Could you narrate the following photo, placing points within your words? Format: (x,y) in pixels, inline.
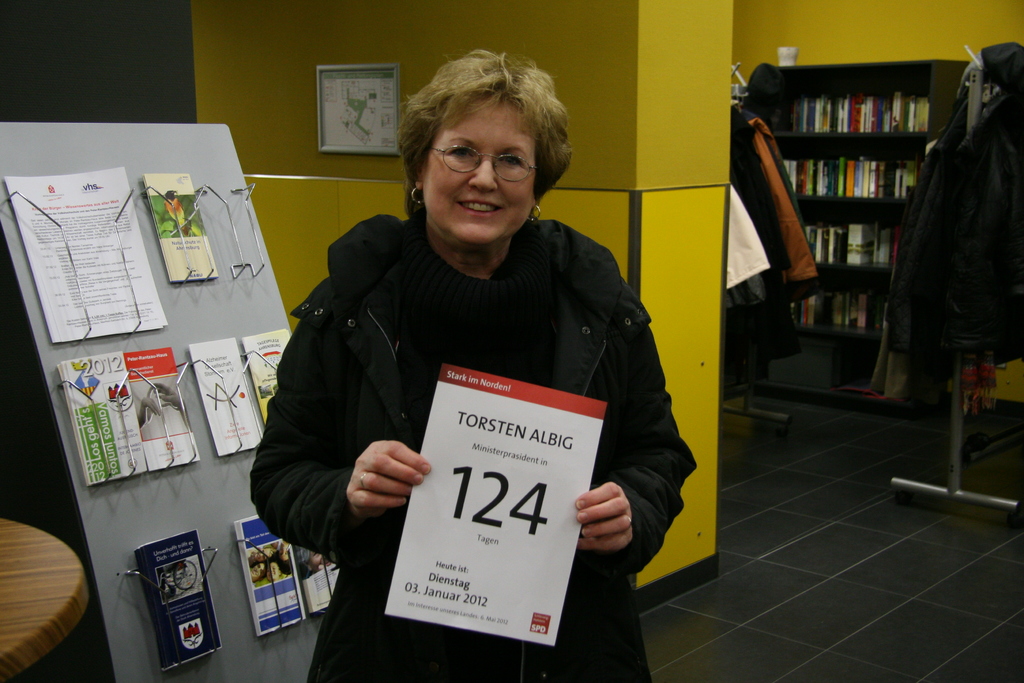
This woman (627,364) is holding a poster (460,466). On this book stand (223,290) there are books (190,594). Picture (337,127) is on the yellow wall (425,25). Far there is a rack (862,277) and it is filled with books (864,190). In front of this rack (845,264) there are clothes (900,285). This is tile floor (784,567). Above this rack (866,155) there is an object (792,60).
